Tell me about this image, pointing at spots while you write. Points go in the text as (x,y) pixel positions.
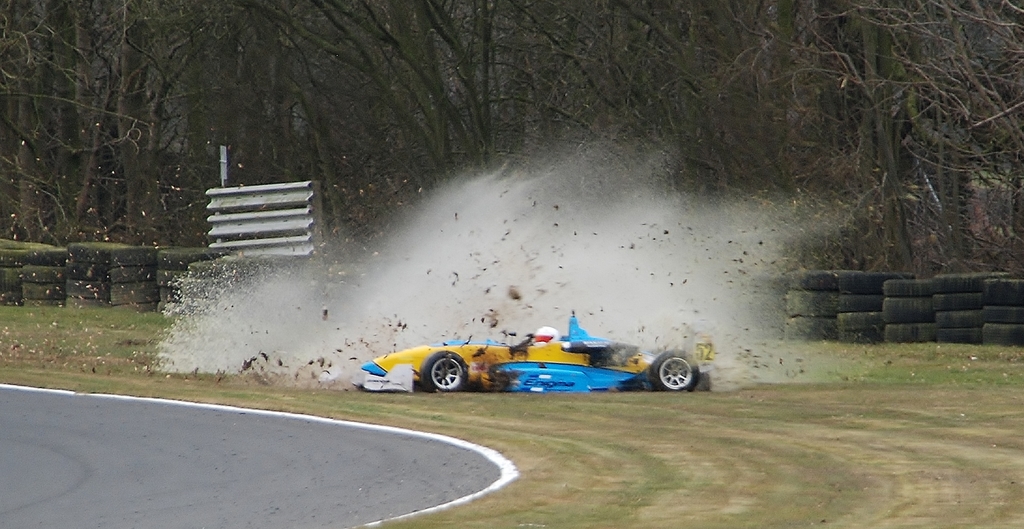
In this image we can see a person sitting in a car (524,344) placed on the grass (576,431). We can also see some smoke (287,370) and dust (496,327) around the car (541,346). On the backside (135,257) we can see some group of trees (419,196), tires (133,300) which are kept in a rows and a road (252,469).
